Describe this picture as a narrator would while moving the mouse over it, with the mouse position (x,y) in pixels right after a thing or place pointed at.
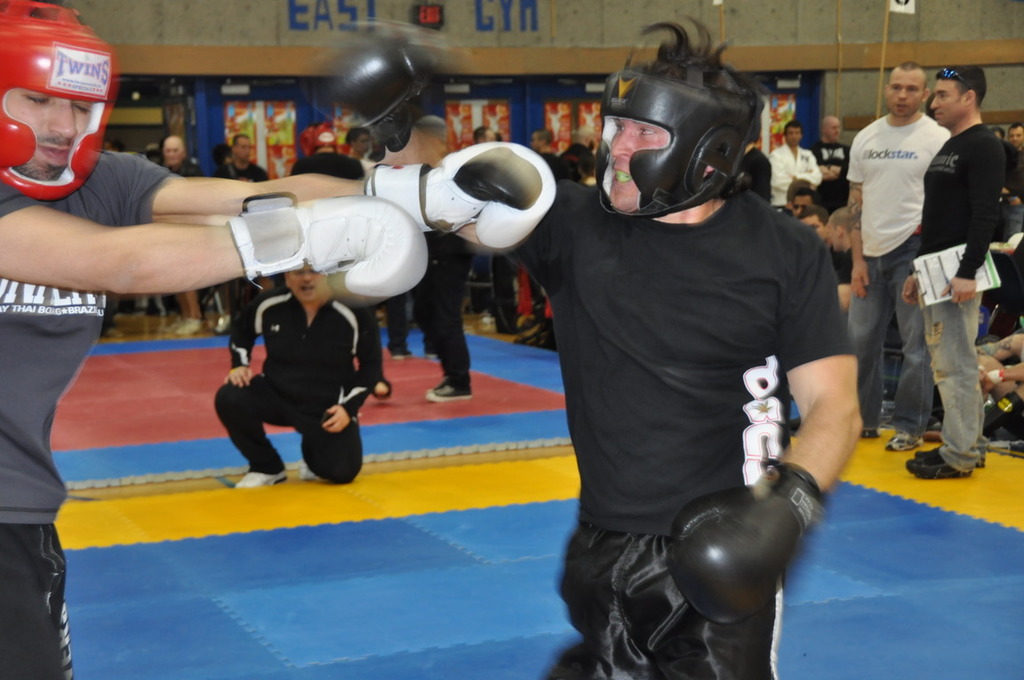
In this picture there are two boxer (242,255) who are fighting. In the center (351,339) there is a man (303,344) who is wearing black dress (324,410) and white shoes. In the back (879,151) I can see many peoples (830,146) who are standing near to the wall (445,15). At the top (439,19) I can see the red light (425,19).
